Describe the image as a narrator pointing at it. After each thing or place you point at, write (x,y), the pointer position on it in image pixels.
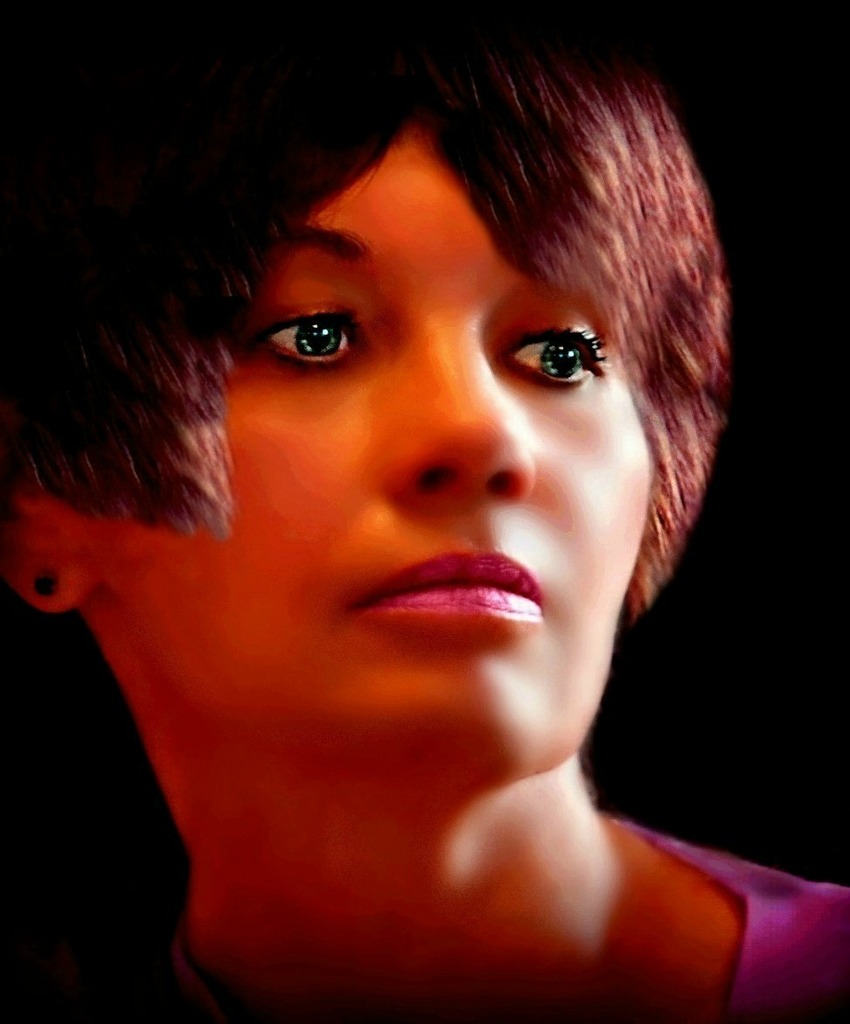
This image is an animated image. In this image the background (720,53) is dark. In the middle of the image (358,507) there is a woman (440,752).
